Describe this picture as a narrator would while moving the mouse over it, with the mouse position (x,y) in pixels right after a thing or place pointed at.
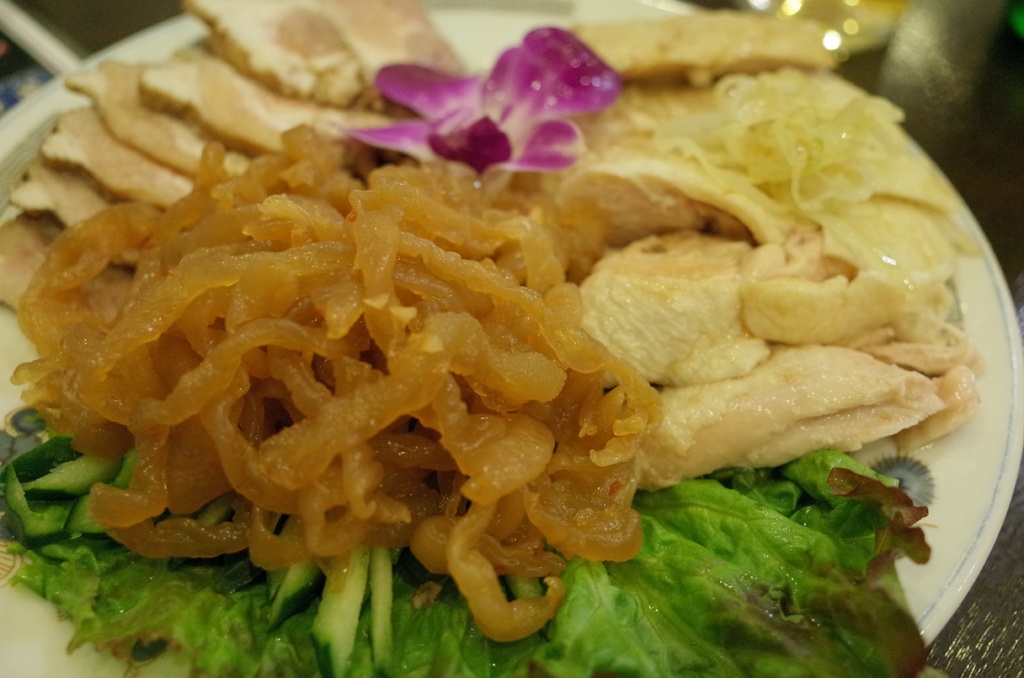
It is a zoomed in picture of a plate (937,463) of food items (420,275). We can also see the flower (537,143).
